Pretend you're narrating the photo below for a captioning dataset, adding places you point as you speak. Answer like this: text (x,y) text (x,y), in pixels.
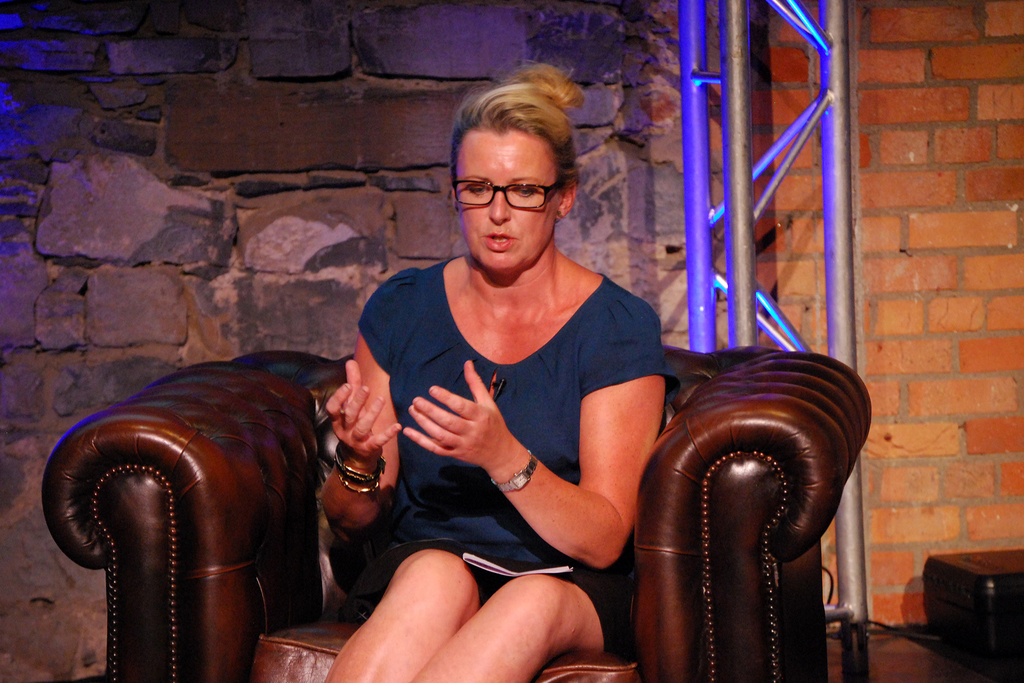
In this image we can see a woman (536,425) sitting on the chair (704,414) and in the background (699,320), we can see poles (695,48), wall (355,36) and some other objects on the floor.
